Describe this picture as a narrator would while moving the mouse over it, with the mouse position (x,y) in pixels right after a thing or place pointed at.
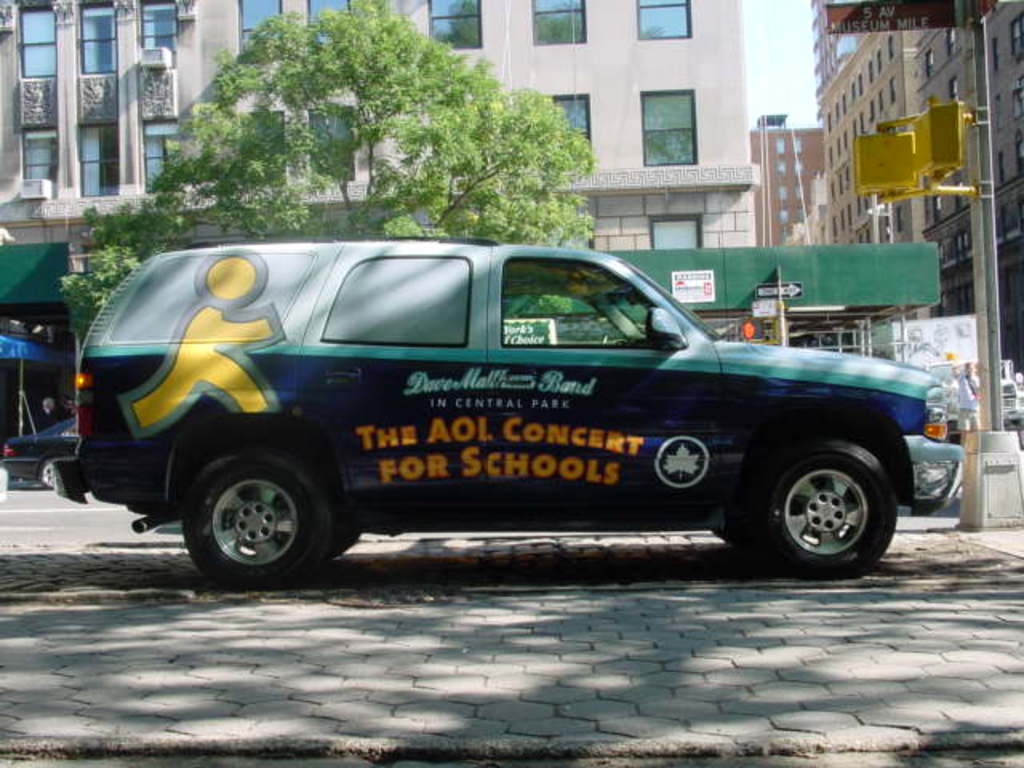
In the foreground of this picture (455,450), there is a vehicle (574,475) on the ground (614,595). On the right side of the image (964,244), there is a pole (985,315), buildings (825,112), and the sky (757,51). On the left side of the image (22,386), there is a pole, vehicle (37,438), building (70,242), light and a tree (312,142).
